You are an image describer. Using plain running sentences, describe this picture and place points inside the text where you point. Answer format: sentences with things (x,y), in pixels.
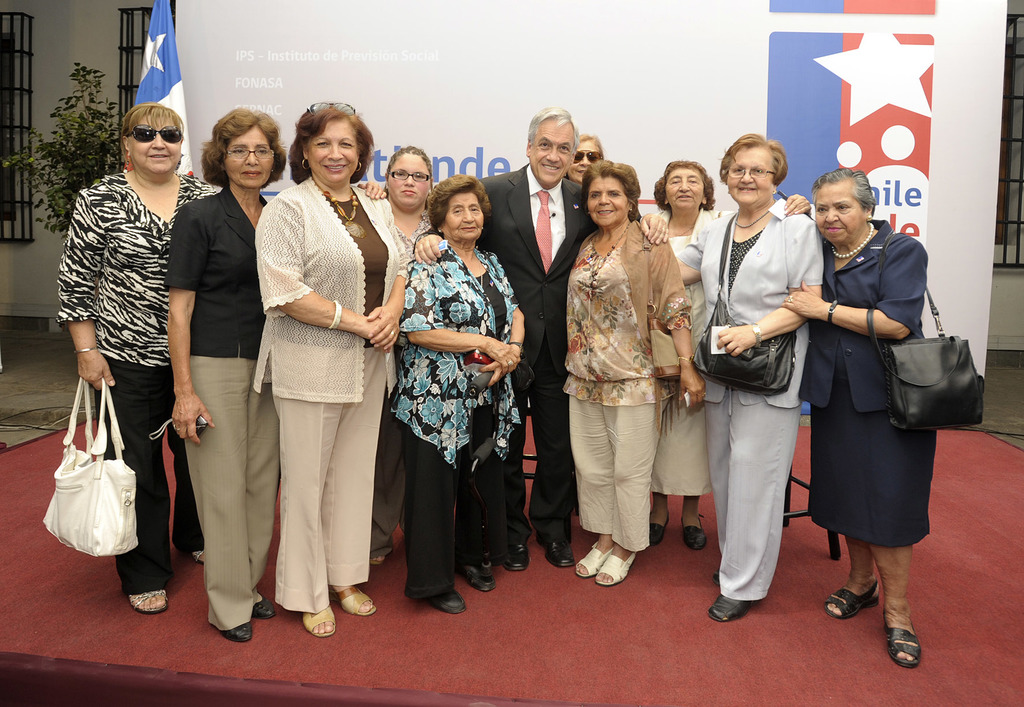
In the center of the image (442,317) we can see some persons (509,334) are standing and some of them are carrying bags (96,424). In the background of the image (702,70) we can see board (429,81), flag (172,93), plant (57,138), grills (25,124), wall (58,46). At the bottom of the image (542,633) there is a carpet (584,636). On the left side of the image (36,352) there is a floor (48,373).
